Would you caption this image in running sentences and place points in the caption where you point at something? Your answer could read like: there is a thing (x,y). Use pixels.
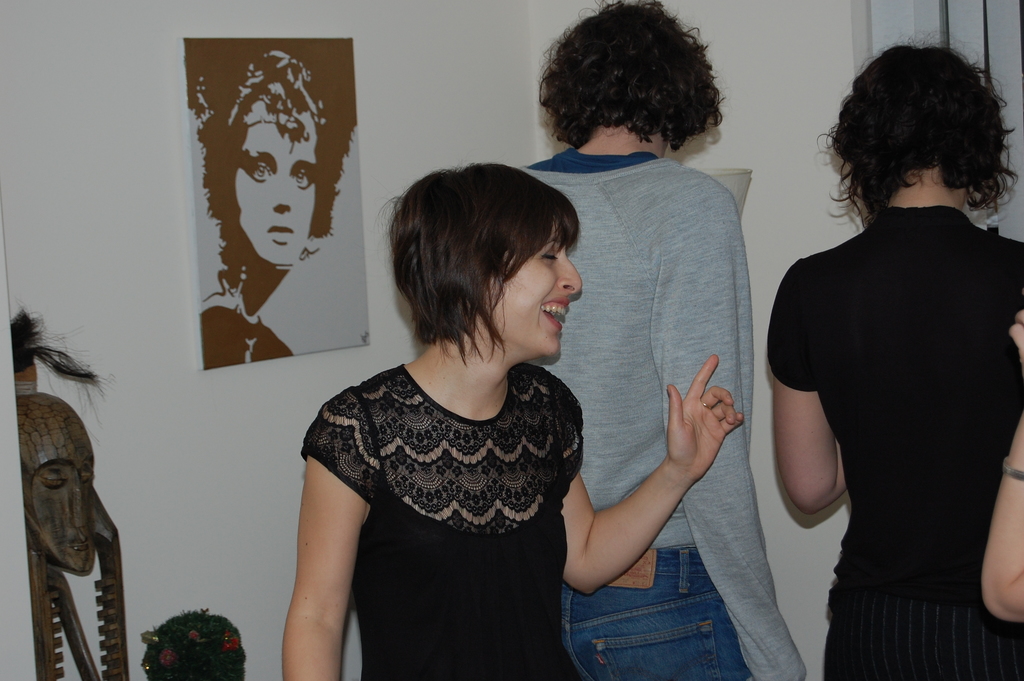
In the picture we can see a woman (425,198) standing and laughing and she is wearing a black dress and in the background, we can see two people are standing and facing the wall (143,198) and on the wall (816,669) we can see a painting (310,205) of a person's face (294,235) and besides to it we can see some sculptures (115,567).
